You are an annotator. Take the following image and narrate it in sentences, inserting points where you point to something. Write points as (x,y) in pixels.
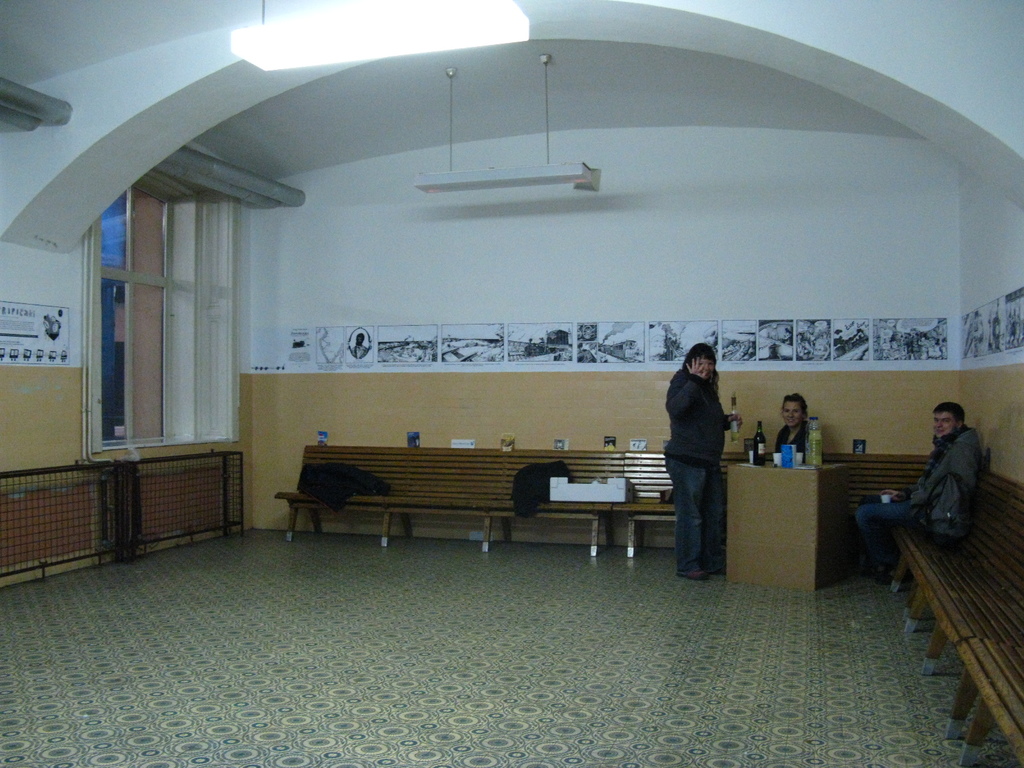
Light (410,13) is attached with the roof (461,50). This are windows (145,321). This is a bench (505,497), table (784,479). This 2 persons (926,474) are sitting on a bench (900,469). This person (709,455) is holding a bottle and wearing jacket (670,398). On this table (773,515) there is a cup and bottle (757,449). There are different type of posters (556,337) on a wall (471,356).
